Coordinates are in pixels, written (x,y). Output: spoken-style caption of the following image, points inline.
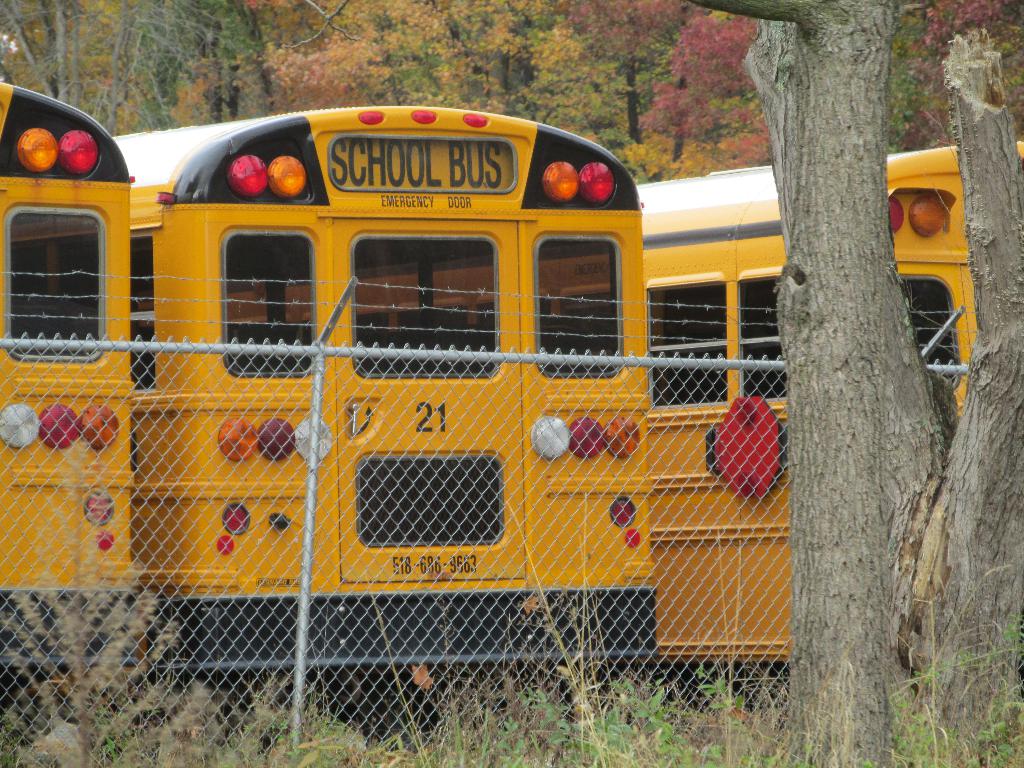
This image consists of three buses (474,162). In the front (434,596), there is a fencing (450,560). To the right (903,513), there is a tree (893,388).
